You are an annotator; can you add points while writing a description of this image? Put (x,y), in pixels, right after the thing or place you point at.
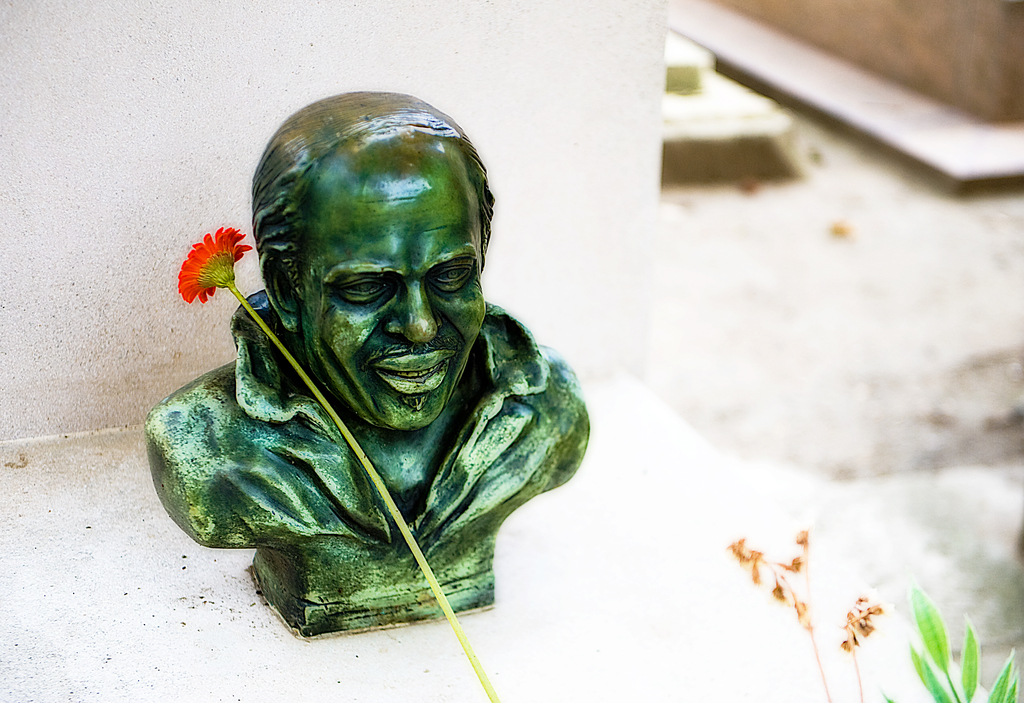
In front of the picture, we see the statue of the man (317,364). On the statue (424,478), we see a flower (202,269) in red color. Behind that, we see a wall (266,116) in white color. There is a staircase (687,113) and a wall (888,57) in the background (846,75). It is blurred in the background (754,279).
